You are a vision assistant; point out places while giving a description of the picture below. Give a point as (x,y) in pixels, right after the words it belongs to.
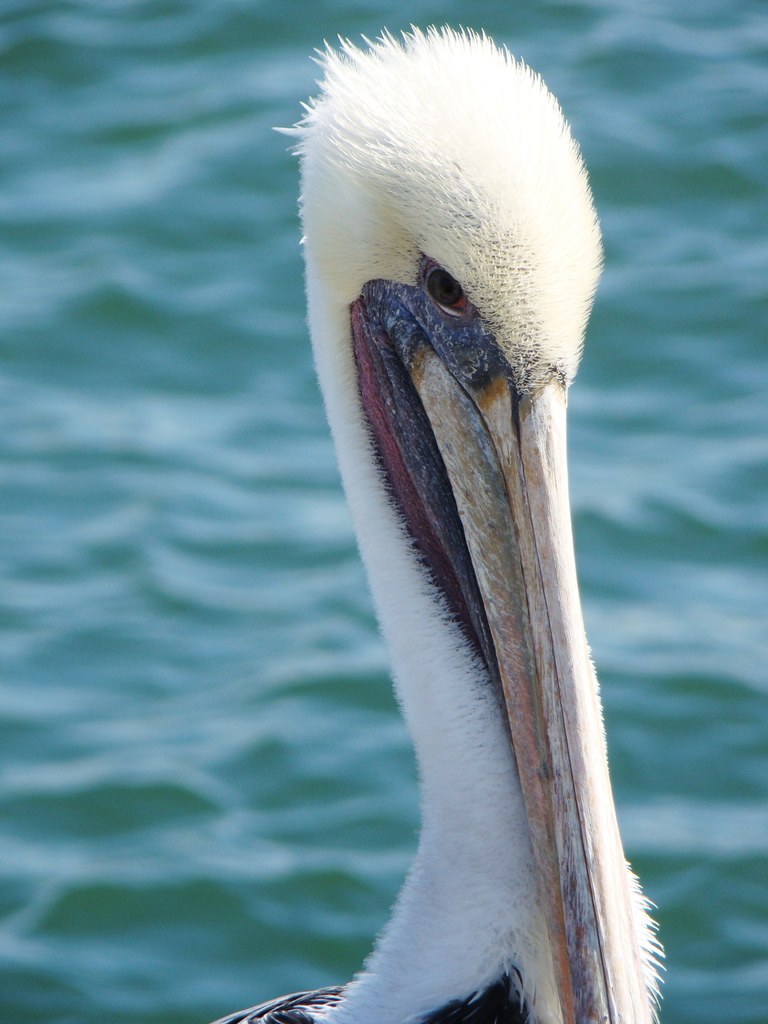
In this image I can see a bird (395,915) which is black, white and red in color and in the background (148,739) I can see the water (181,640) which are green in color.
